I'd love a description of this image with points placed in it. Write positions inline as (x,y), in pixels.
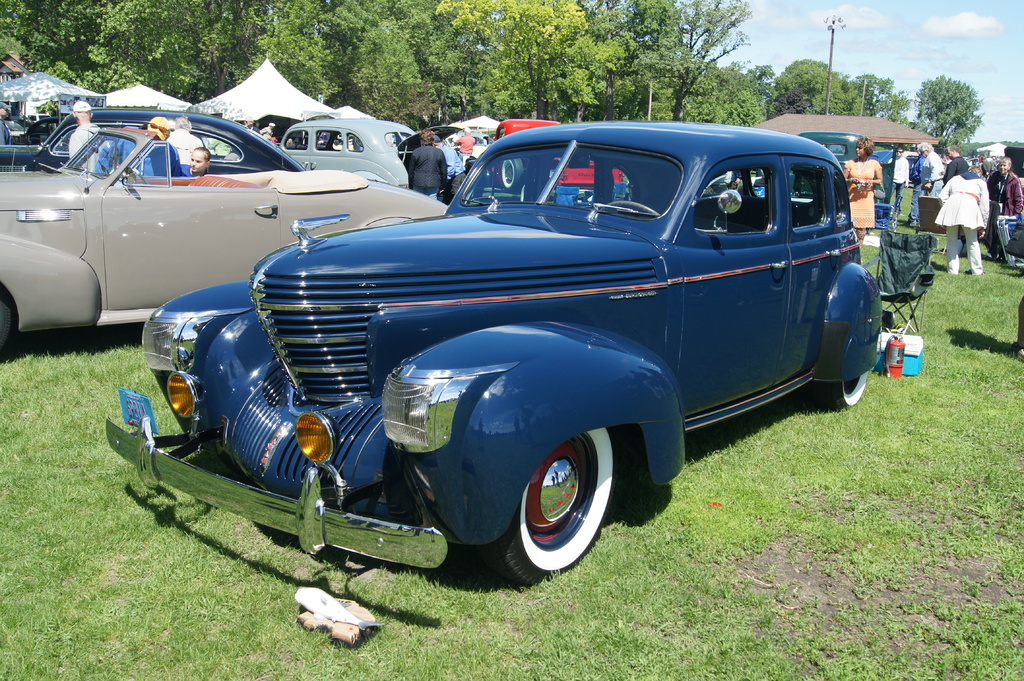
There are vehicles (651,209) on the ground (218,606) and this is grass (161,612). Here we can see chairs (899,314), box (904,333), tents (3,94), house (853,132), poles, and few persons (848,169). In the background (228,44) we can see trees (952,112) and sky (959,48) with clouds (987,27).
